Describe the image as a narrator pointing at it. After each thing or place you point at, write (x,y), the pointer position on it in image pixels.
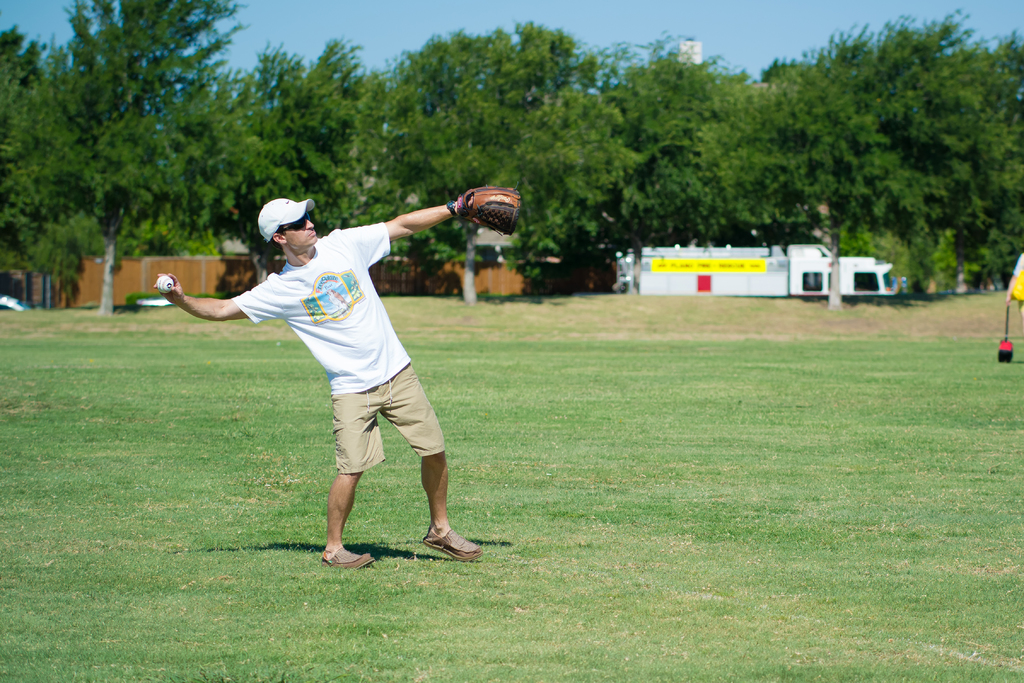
In this image there is one person (346,325) who is throwing a ball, and he is holding a ball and wearing gloves (488,207). And at the bottom (527,569) there is grass (925,415), and in the background (798,263) there are vehicles (809,268), wall (463,263), trees (803,188). On the right side (1010,288) there is another person (1022,312) is visible, at the top (825,7) there is sky (410,48).
